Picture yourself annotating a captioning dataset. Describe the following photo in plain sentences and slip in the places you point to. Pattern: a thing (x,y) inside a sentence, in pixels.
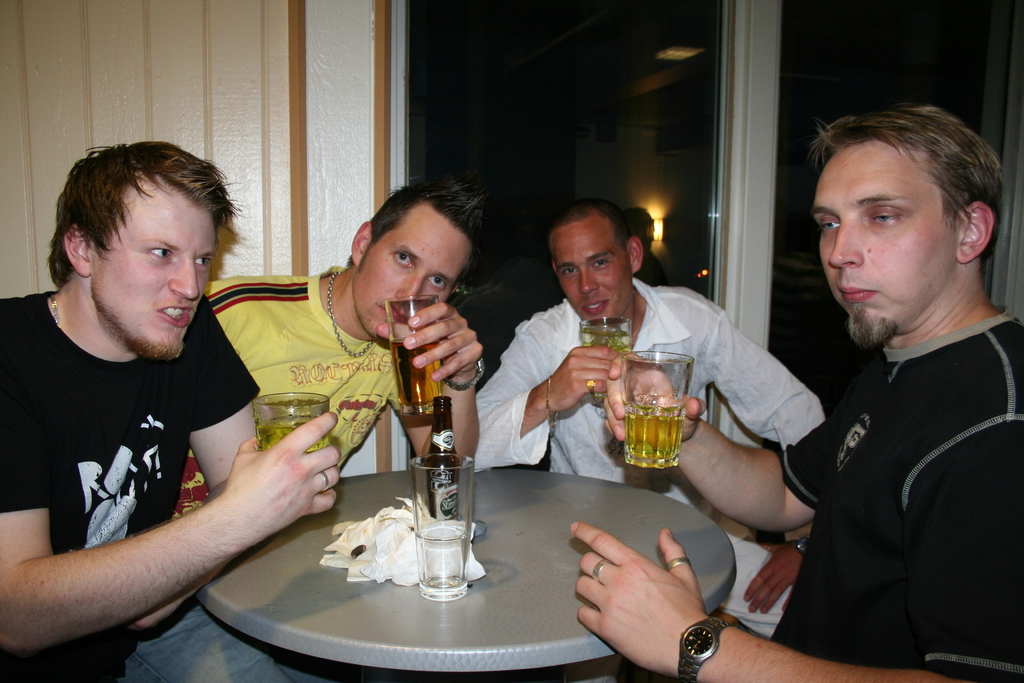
In the middle of the image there is a table (450,666) on the table (478,488) there is a bottle (445,404) and glasses (423,525). Surrounding the table (536,511) few people (618,414) are sitting and holding glasses (426,409) in their hands (314,459). Behind them there is a wall (69,30) and there is a glass (651,67).
